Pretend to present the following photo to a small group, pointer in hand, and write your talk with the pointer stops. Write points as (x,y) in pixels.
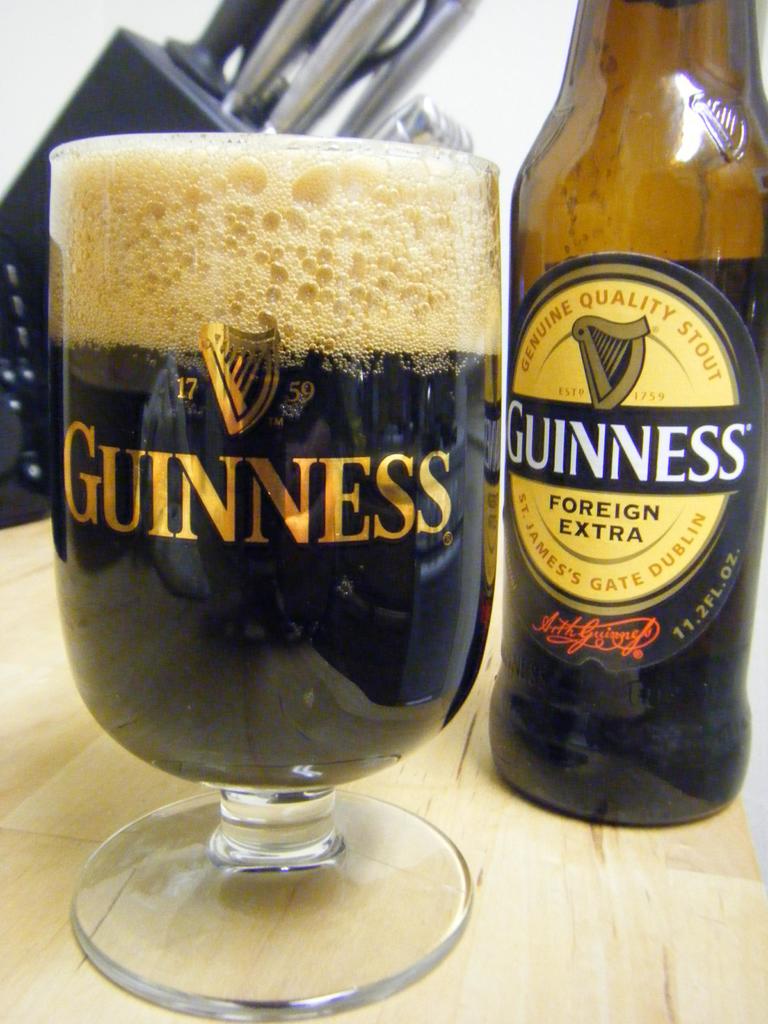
This image has a bottle (688,714) and glass (388,651) which is having some drink (397,342) in it. Bottle (682,266) is labelled with guinness foreign extra.
